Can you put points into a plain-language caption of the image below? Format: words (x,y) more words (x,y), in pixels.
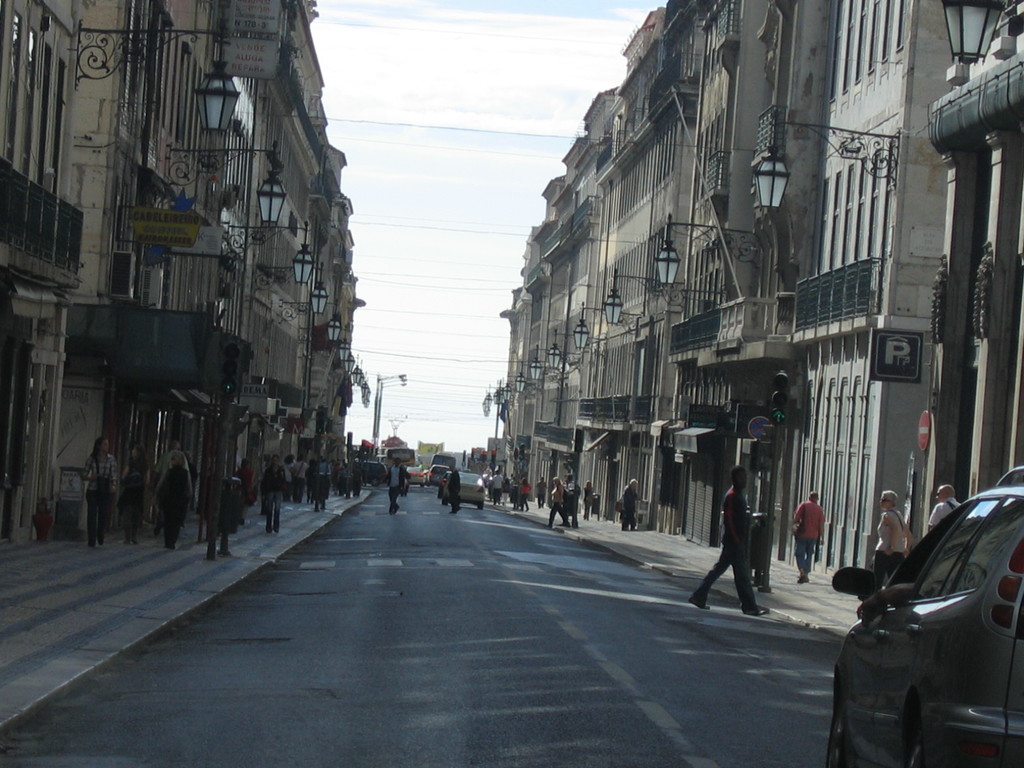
In this image there are so many people (165,520) walking on the road (490,540) and pavements (582,523) where cars (997,737) are riding, on the either side of roads (451,518) there are buildings (659,426).
